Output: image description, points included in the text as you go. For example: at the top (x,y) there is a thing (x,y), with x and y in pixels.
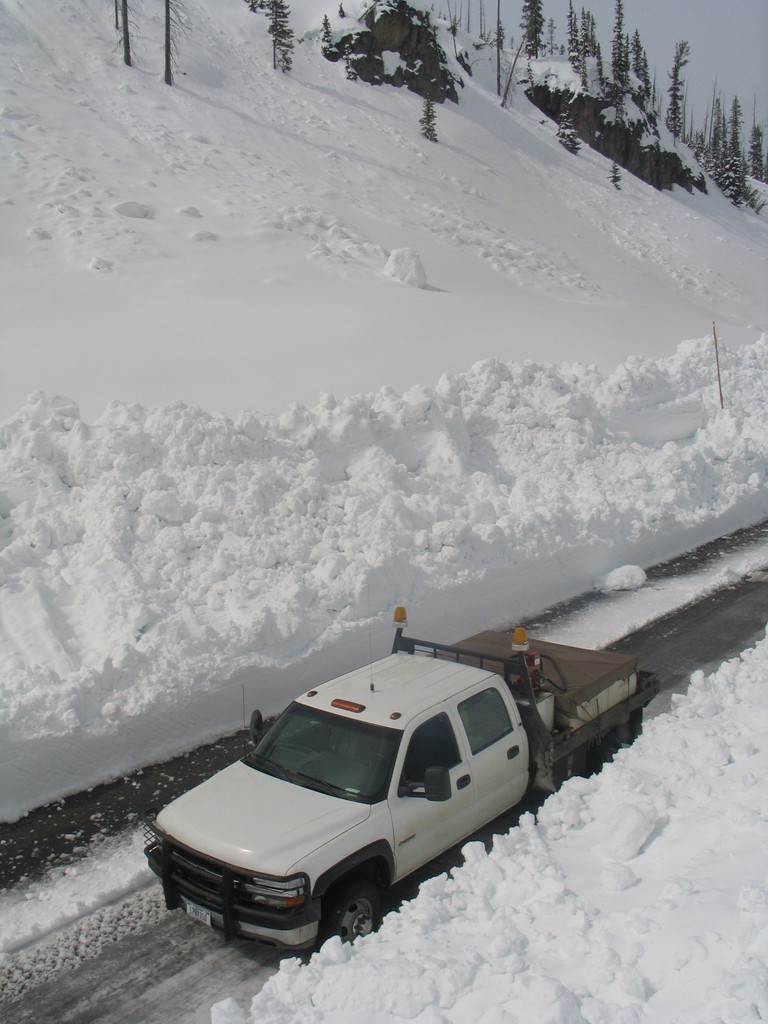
In this image we can see a vehicle (415,652) and objects (558,674) in the truck (328,813) on the road (152,891). To either side of the road (227,989) we can see snow (165,615). In the background (324,53) we can see trees (274,3), pole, rocks (412,38) and sky (756,17).
